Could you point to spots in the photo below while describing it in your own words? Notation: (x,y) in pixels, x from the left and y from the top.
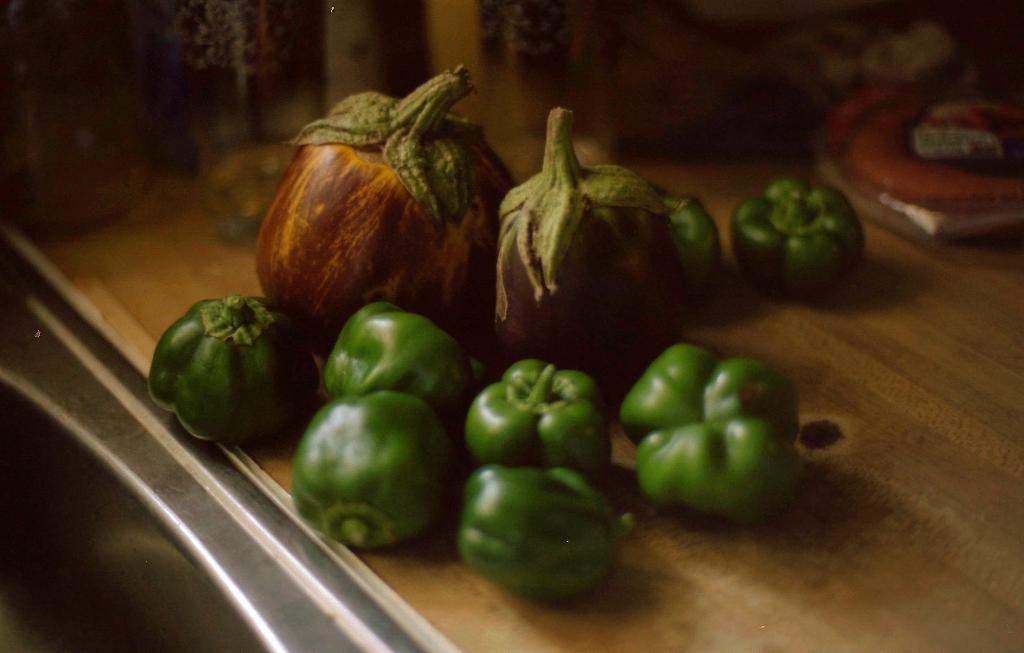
In this image, we can see some vegetables (675,394) on the wooden surface (871,470). We can also see an object (937,107) on the right (905,140) and an object (36,464) on the left (253,549). We can see the blurred background (608,17).
